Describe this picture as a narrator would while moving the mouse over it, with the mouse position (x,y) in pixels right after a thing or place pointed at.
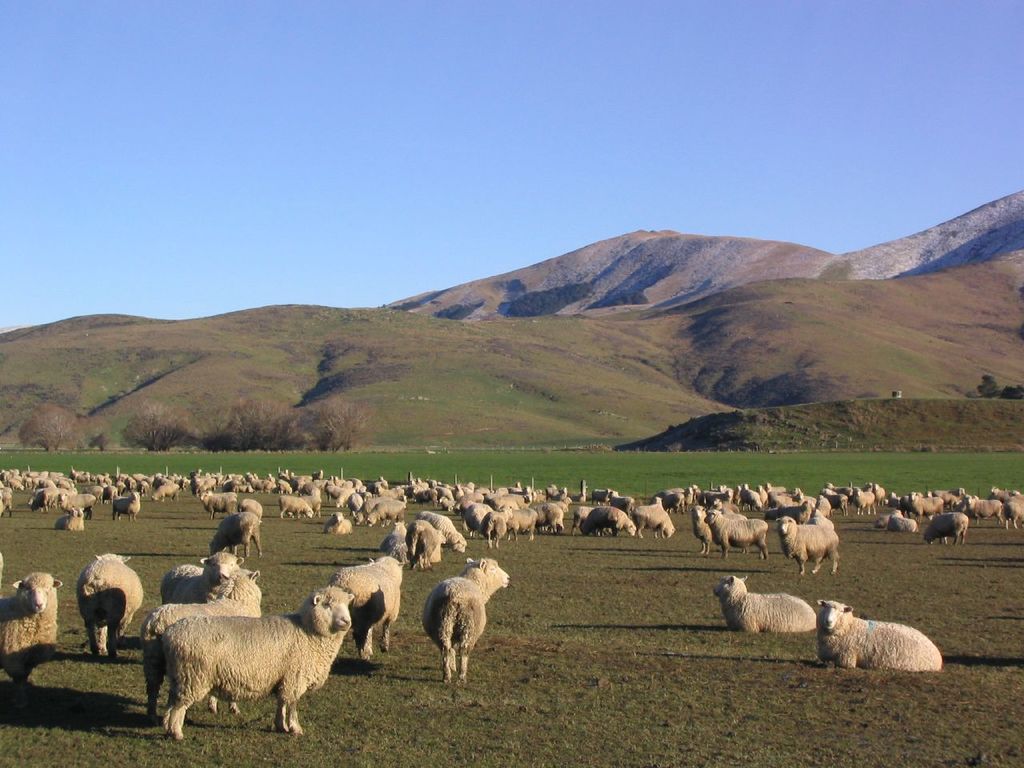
In this picture I can see herd of sheep (266,647) and I can see grass (547,630) on the ground (646,729) I can see hill (745,271) and trees (338,417) and a blue sky (562,115).
